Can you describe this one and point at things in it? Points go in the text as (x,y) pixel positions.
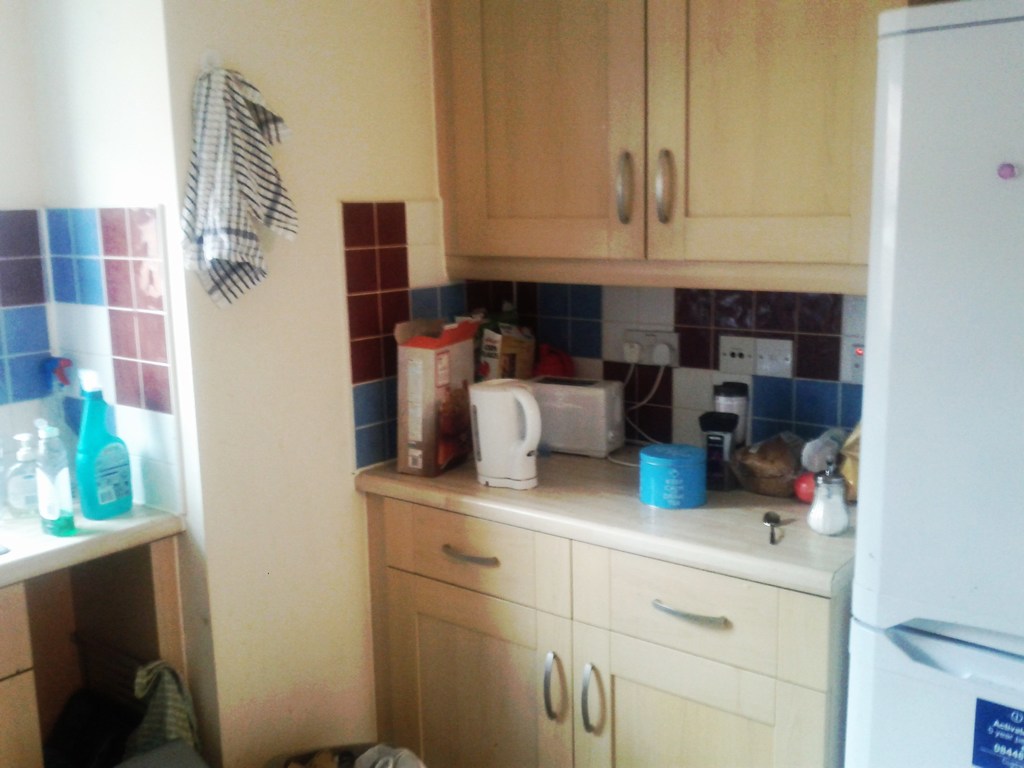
In this image, on the right, we can see a refrigerator (920,293). In the center of the image (526,457), there is a kettle (506,439) and some jars (652,454) and containers (692,476) are placed on the cupboard (596,516) and in the background (210,150), we can see a towel (249,191) and there are bottles (99,478).
